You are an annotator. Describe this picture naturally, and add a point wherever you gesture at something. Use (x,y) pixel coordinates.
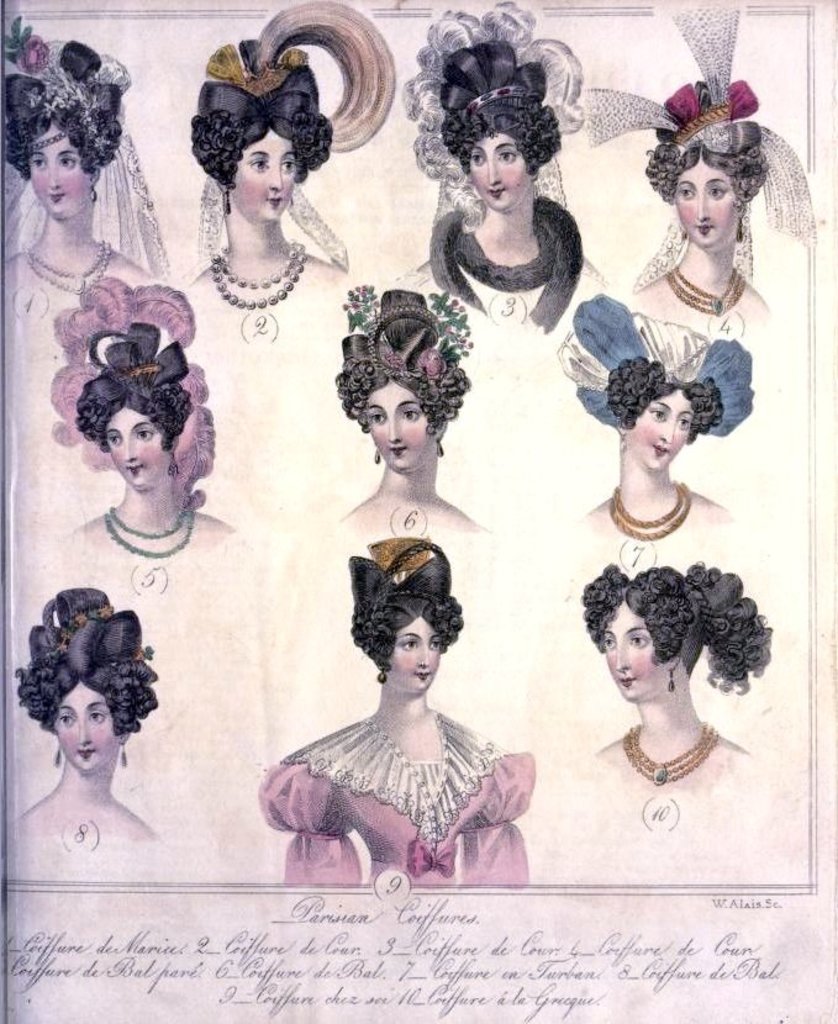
In this image I can see the sketch (449,361) of woman (442,523) wearing different head wear (381,589) on a paper (585,910). I can see something is written to the bottom of the image (426,970).
